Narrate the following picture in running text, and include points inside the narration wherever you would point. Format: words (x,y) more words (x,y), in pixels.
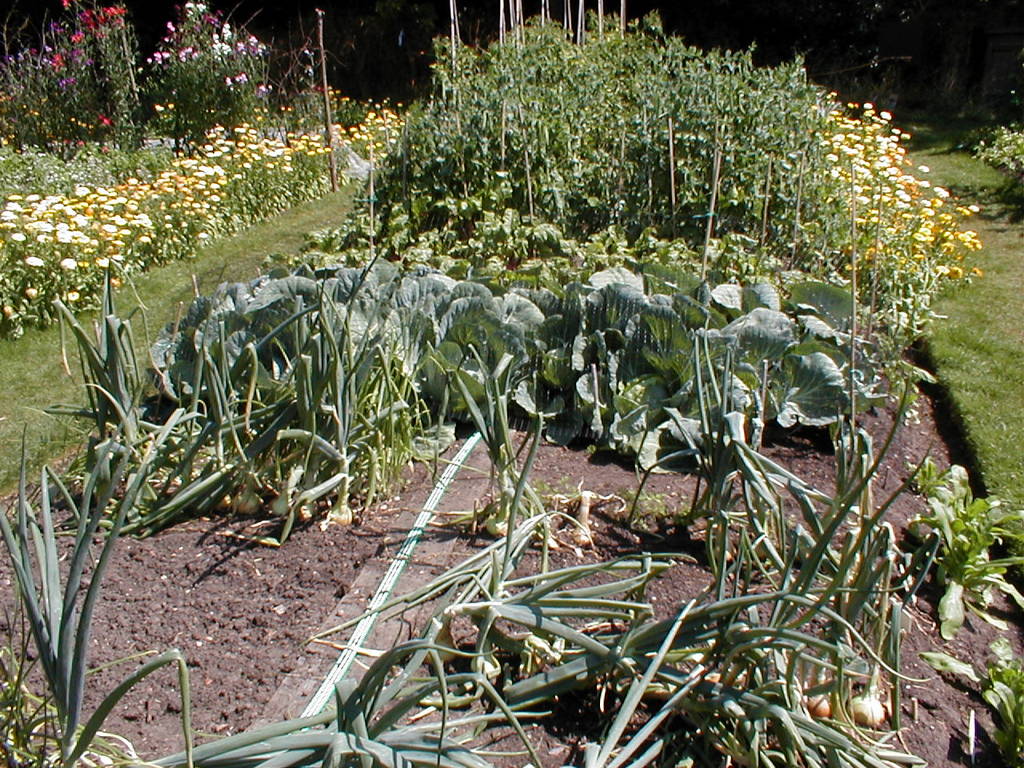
In this image I can see few plants (607,332) on the ground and I can see few flowers (290,134) which are yellow, pink, red, violet and white in color. In the background (965,315) I can see some grass (989,329) and the dark background (421,19).
